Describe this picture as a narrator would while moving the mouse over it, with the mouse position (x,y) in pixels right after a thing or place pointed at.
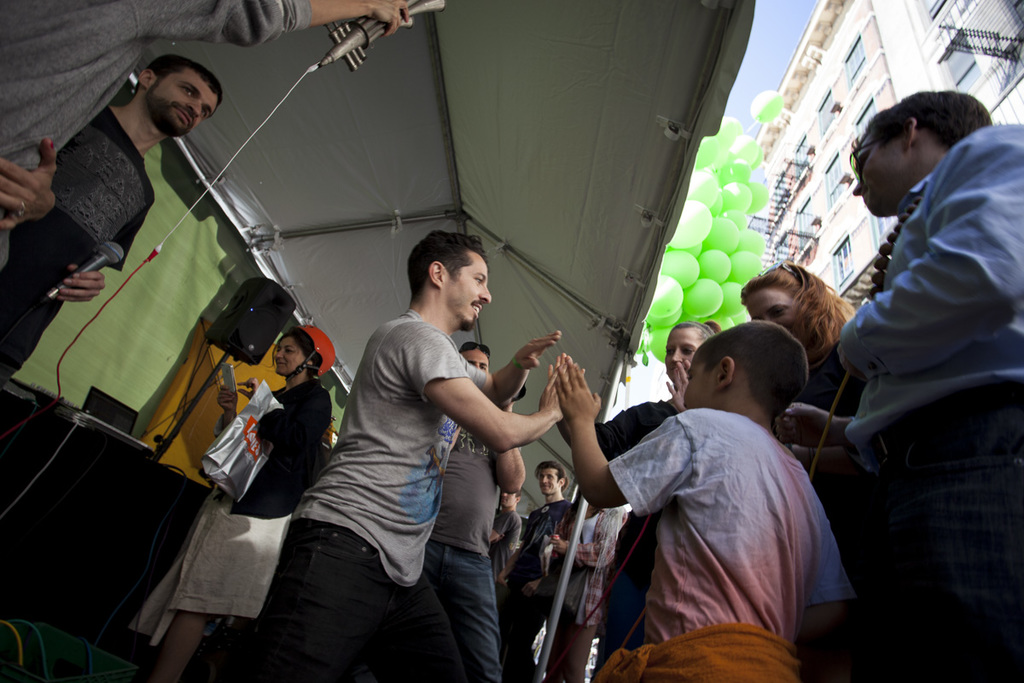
In this picture there are some people (492,405) standing. There were men (471,514) and women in this picture. On the left side (61,226) there are two members (101,196) standing, holding mics (418,8) in their hands (67,294). We can observe speakers (234,330) which were in black color. There is a cream color curtain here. We can observe green color balloons (728,237) and a building (799,167) on the right side (797,147). In the background (758,74) there is a sky (765,54).
